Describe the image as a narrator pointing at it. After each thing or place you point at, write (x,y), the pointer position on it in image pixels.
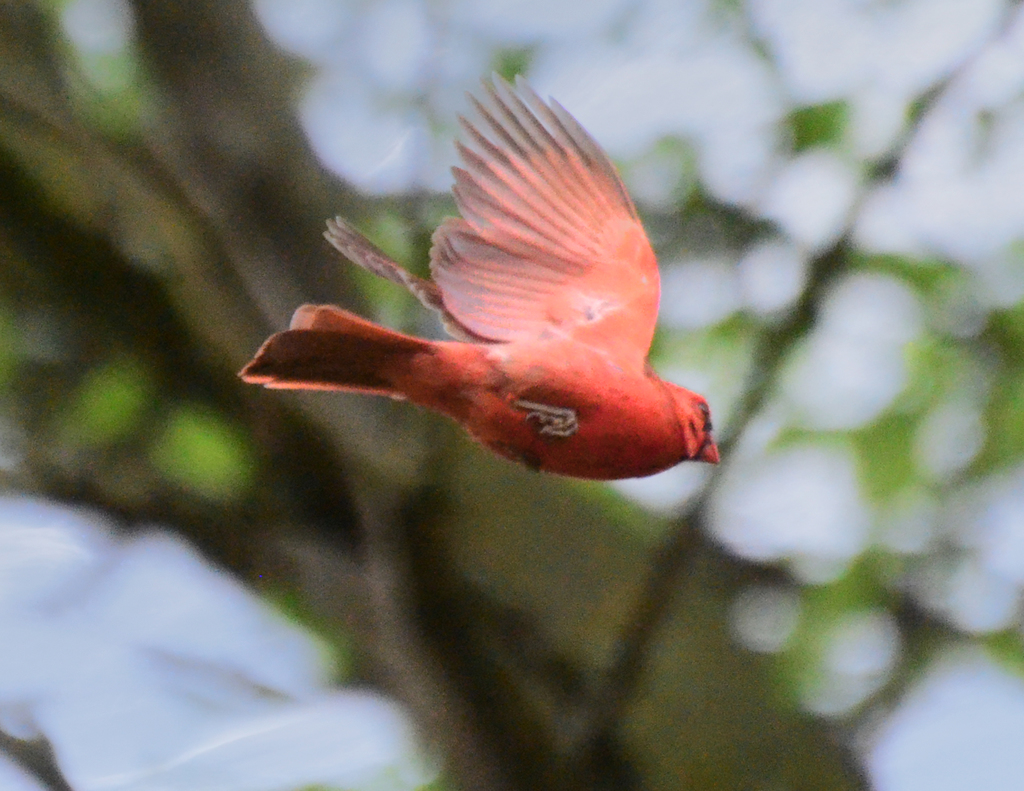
In this image we can see a bird (593,455) flying in the air (564,547).
